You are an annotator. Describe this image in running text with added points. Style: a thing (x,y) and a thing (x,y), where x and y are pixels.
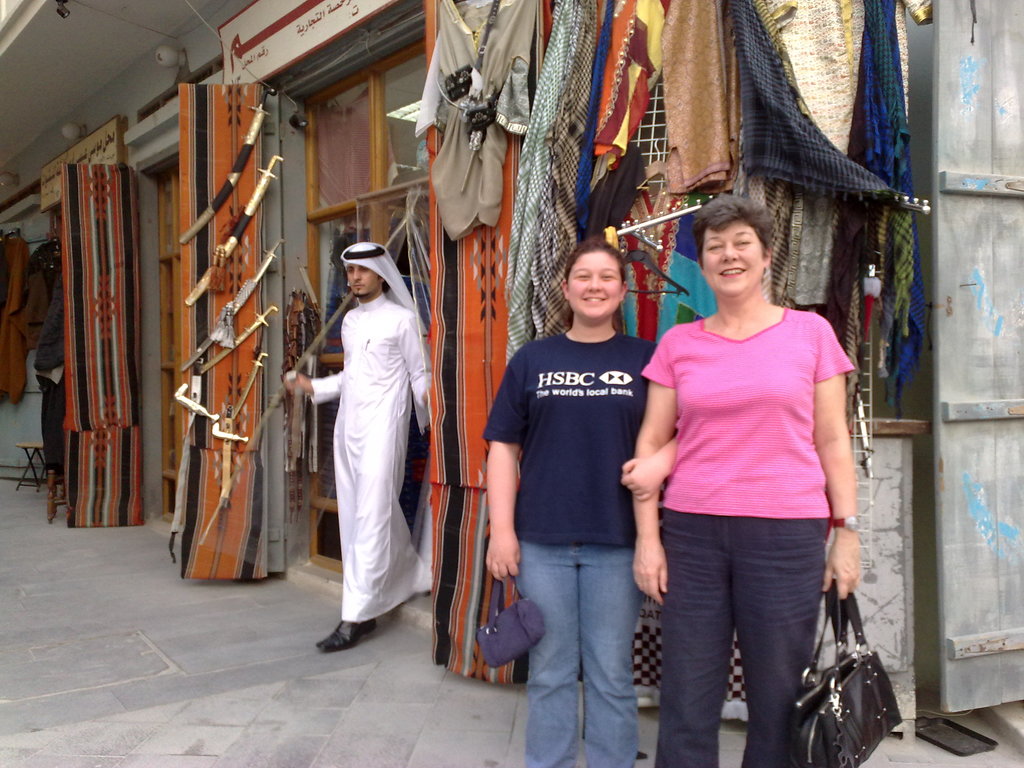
In this image I can see three people (508,418). Among them two people (702,688) are holding the bags (807,706). In the background (662,163) there are many clothes (612,138) and to the left (209,272) there are some weapons (178,401).
